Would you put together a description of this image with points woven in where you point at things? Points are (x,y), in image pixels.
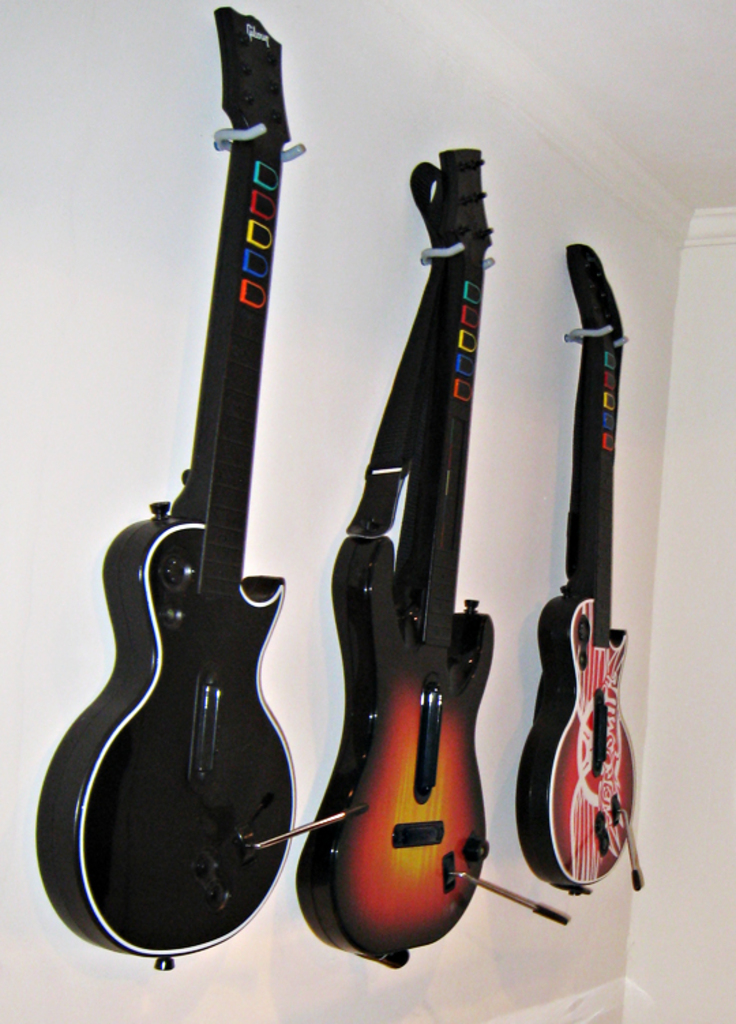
In this Image I see 3 guitars (475,159) which are hanged on the wall (288,289).
